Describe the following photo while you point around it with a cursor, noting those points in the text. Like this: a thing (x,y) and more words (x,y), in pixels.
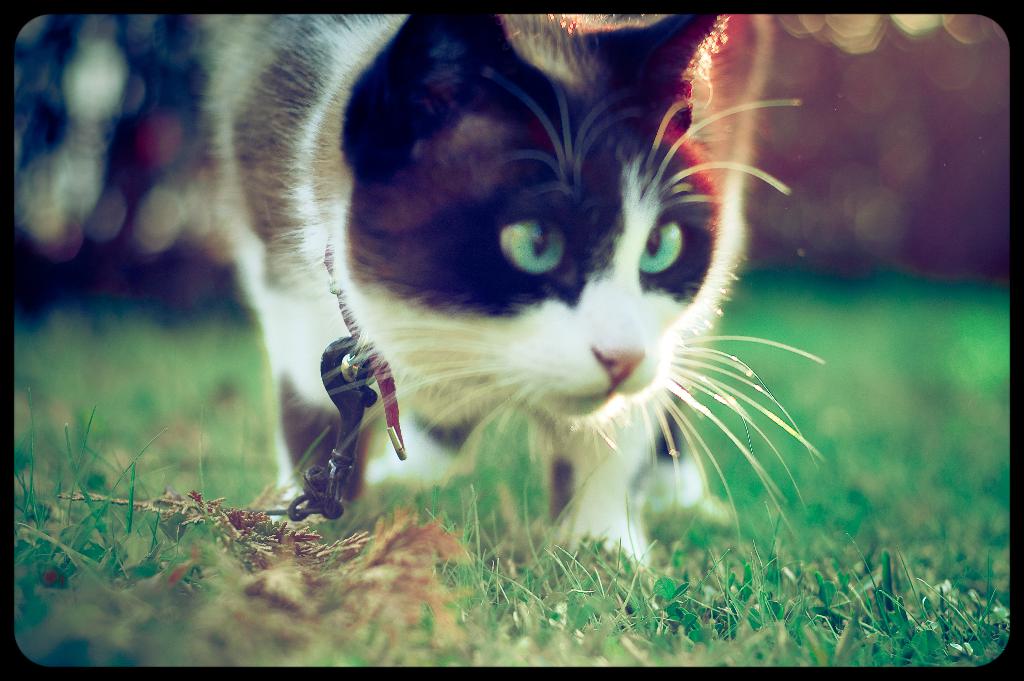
In this image there is a cat (305,337) on the ground (578,586). On the ground (378,578) there is grass (472,584).
